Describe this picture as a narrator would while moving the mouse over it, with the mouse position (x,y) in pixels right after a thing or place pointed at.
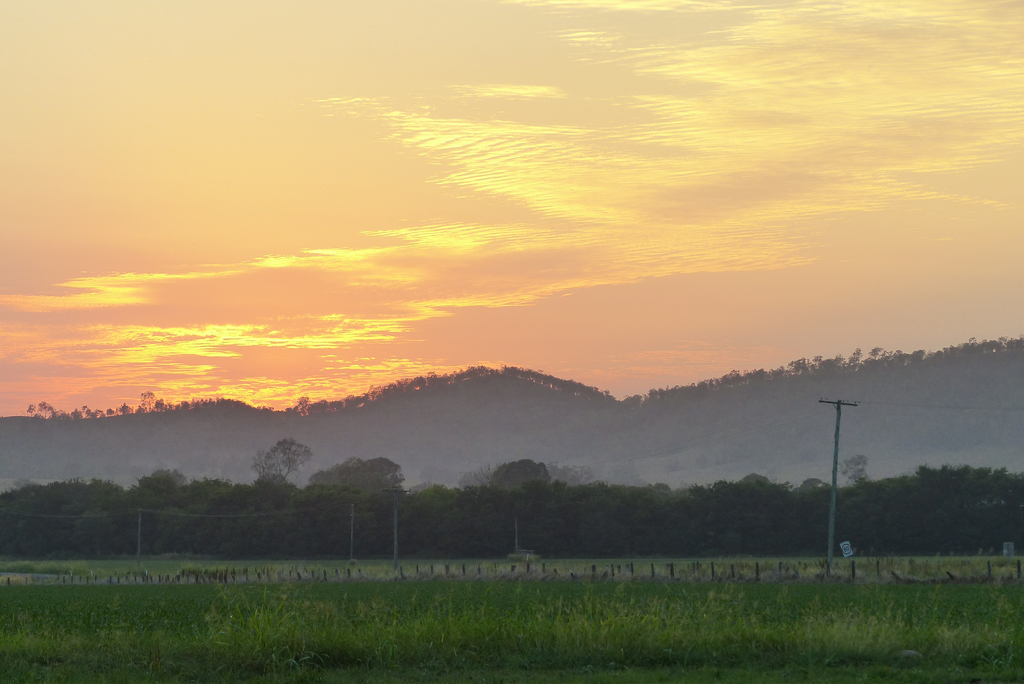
In this image we can see grass (814,572), poles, trees (626,524), mountains (531,394) and the sky (417,226).
